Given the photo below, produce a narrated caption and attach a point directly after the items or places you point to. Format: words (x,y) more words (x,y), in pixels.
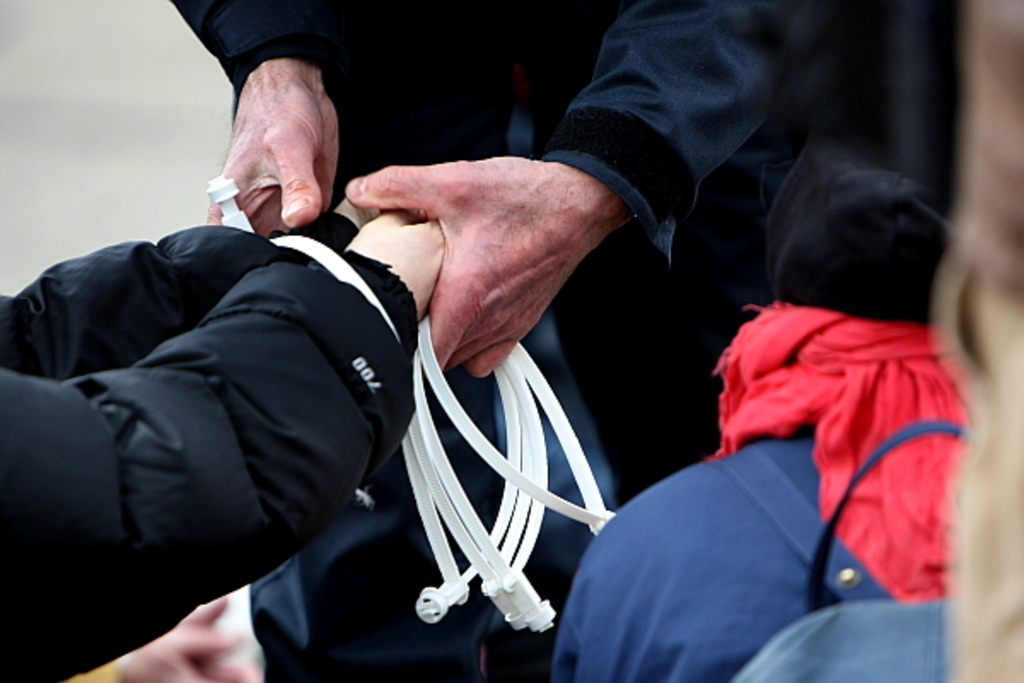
In this image, I can see a person (498,71) holding another person's hands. I can see the objects (430,434), which are white in color. On the right side of the image (838,445), I can see another person (840,406).
